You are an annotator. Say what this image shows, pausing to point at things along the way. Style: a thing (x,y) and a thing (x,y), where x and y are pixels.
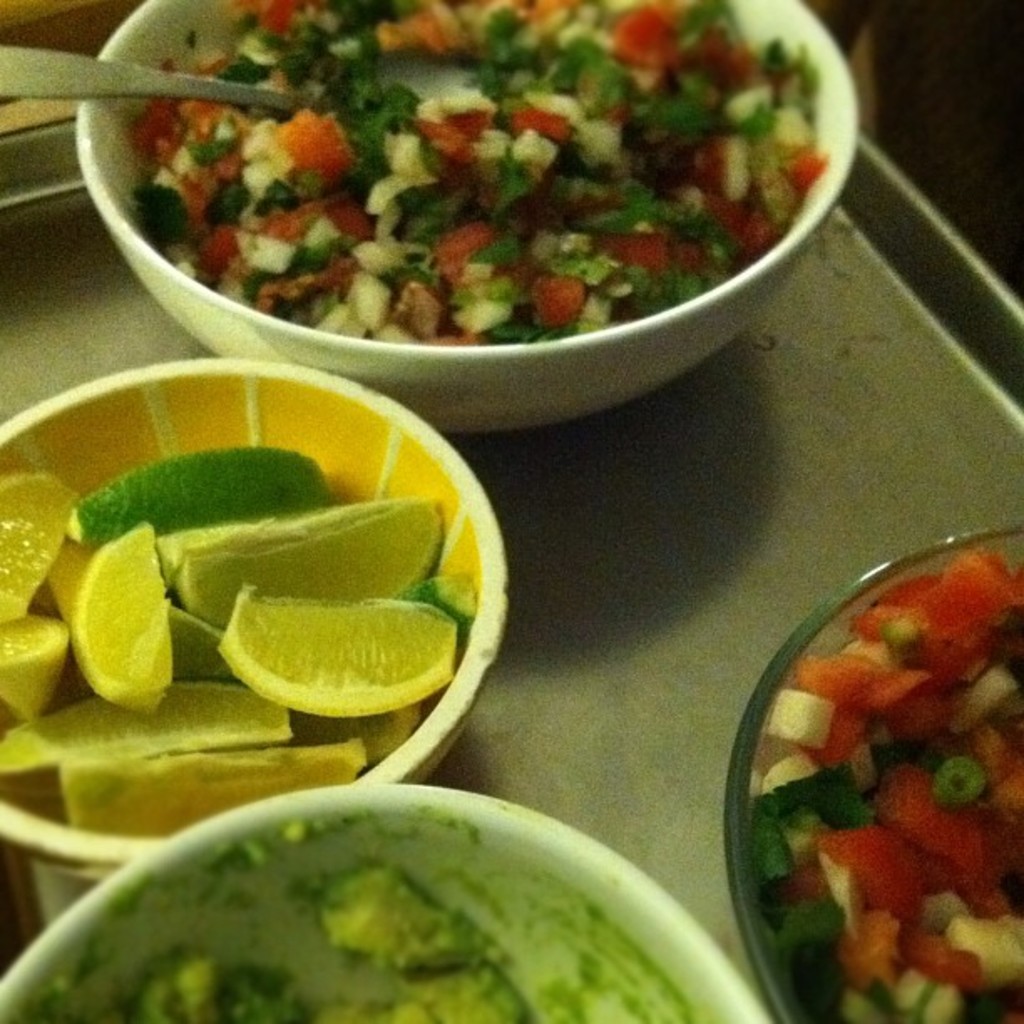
In the foreground of this picture (391,353), there are cut vegetables (464,289) in a bowl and with spoon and there is another bowl (317,632) with citrus pieces (342,698) in a tray (758,501).
